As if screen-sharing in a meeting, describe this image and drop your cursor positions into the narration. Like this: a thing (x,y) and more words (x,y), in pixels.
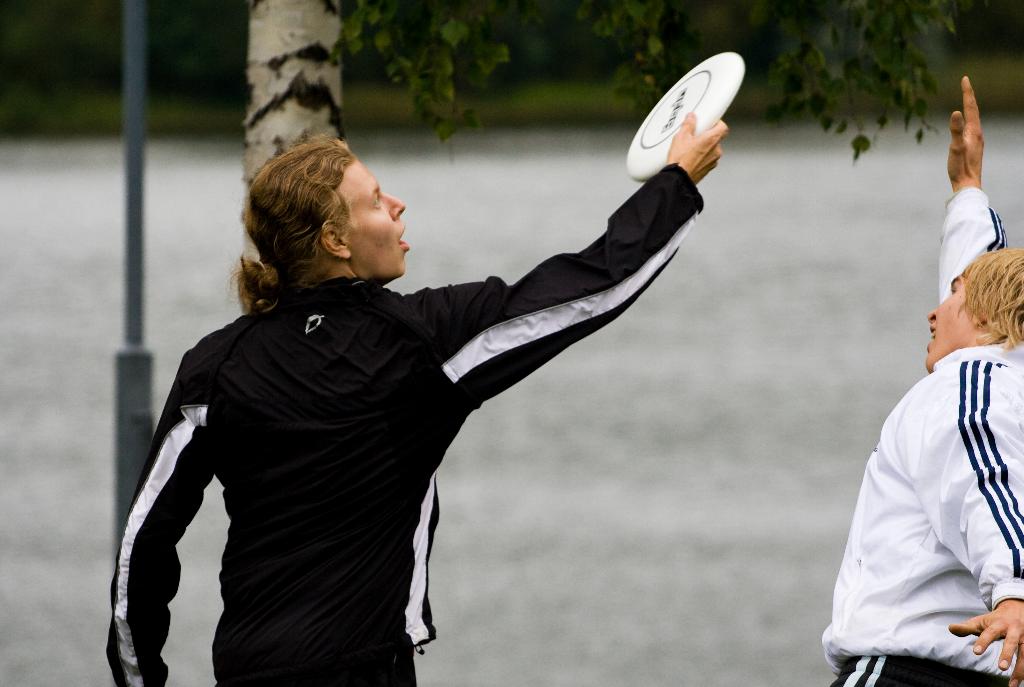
In this picture I can see two persons (435,355) among them the person (394,426) on the left side (318,410) is holding object (721,97) in the hand (706,140). In the background (431,8) I can see tree (430,21) and pole (138,287).
